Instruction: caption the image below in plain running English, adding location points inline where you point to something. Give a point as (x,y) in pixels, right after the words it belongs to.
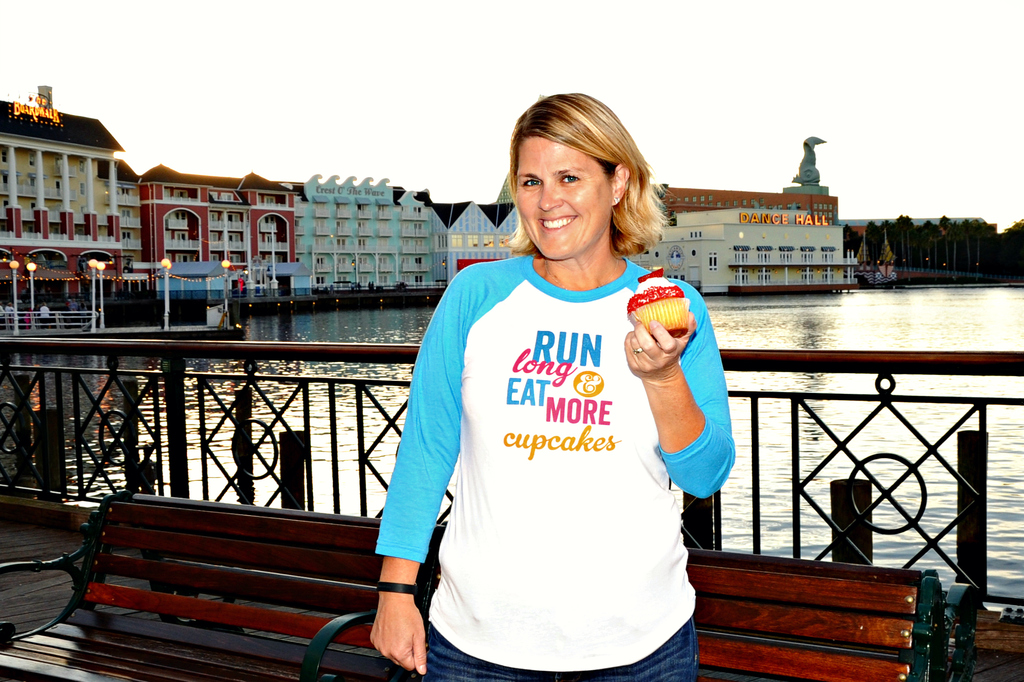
This woman (620,490) wore t-shirt (539,519), holding smile and muffin (664,291). This is a freshwater river (871,305). Far there are trees (945,253) and buildings (379,247). Backside of this woman (545,473) there is a fence (199,439) and bench (330,606). These are light poles (96,266). On this building (794,218) there is a sculpture (810,173).
